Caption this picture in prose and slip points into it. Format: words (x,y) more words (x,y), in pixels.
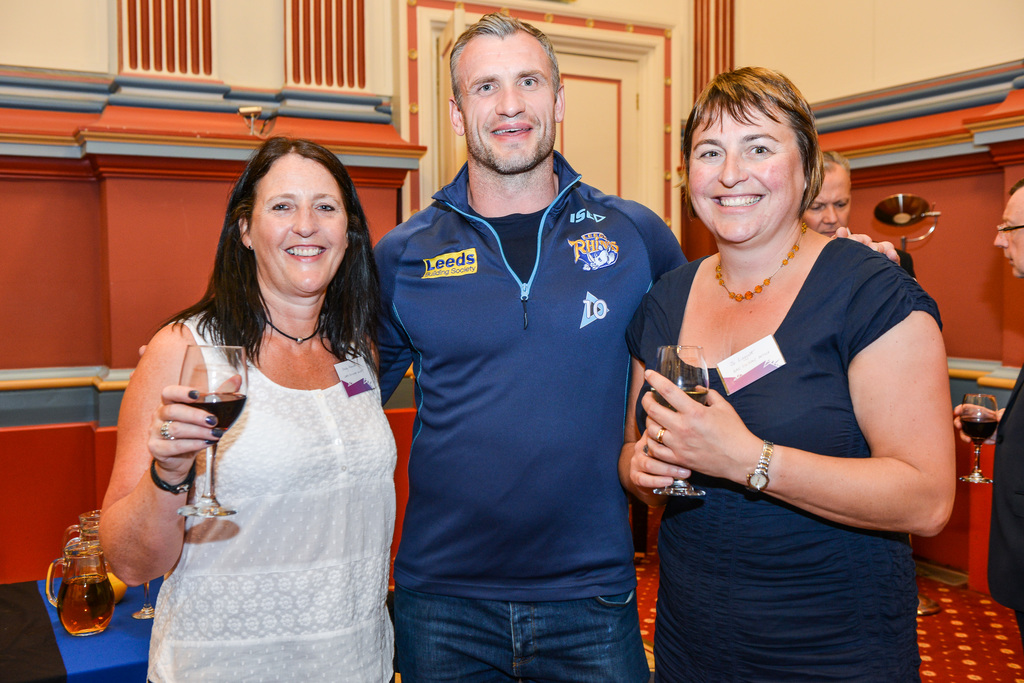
There are 3 people (906,375) standing together and two ladies (242,270) holding a glasses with alcohol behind them there are people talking to each other in a room (999,338).
